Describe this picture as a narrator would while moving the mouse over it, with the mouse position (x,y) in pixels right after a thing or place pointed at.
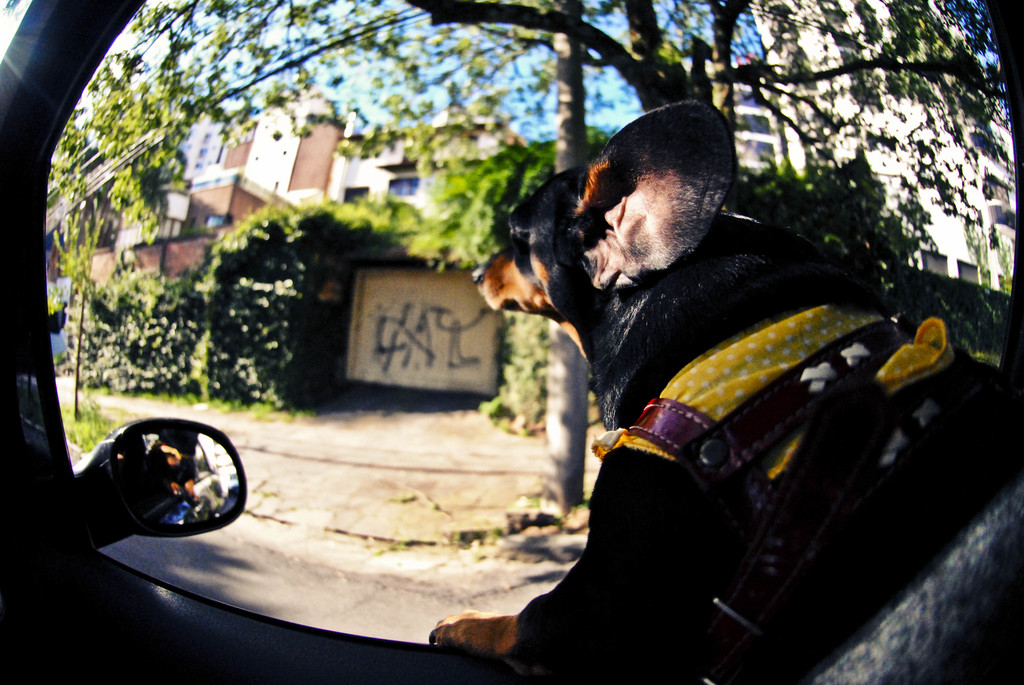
This picture is taken in a car (320,675), In the right side (857,501) there is a dog (882,597) which is in black color, In the left side (82,481) there is a mirror (133,454) of the car (27,527), In the background (247,293) there are some green color plants (243,293) and trees (684,92) and there is a white color door (369,358) in the middle (390,328).
